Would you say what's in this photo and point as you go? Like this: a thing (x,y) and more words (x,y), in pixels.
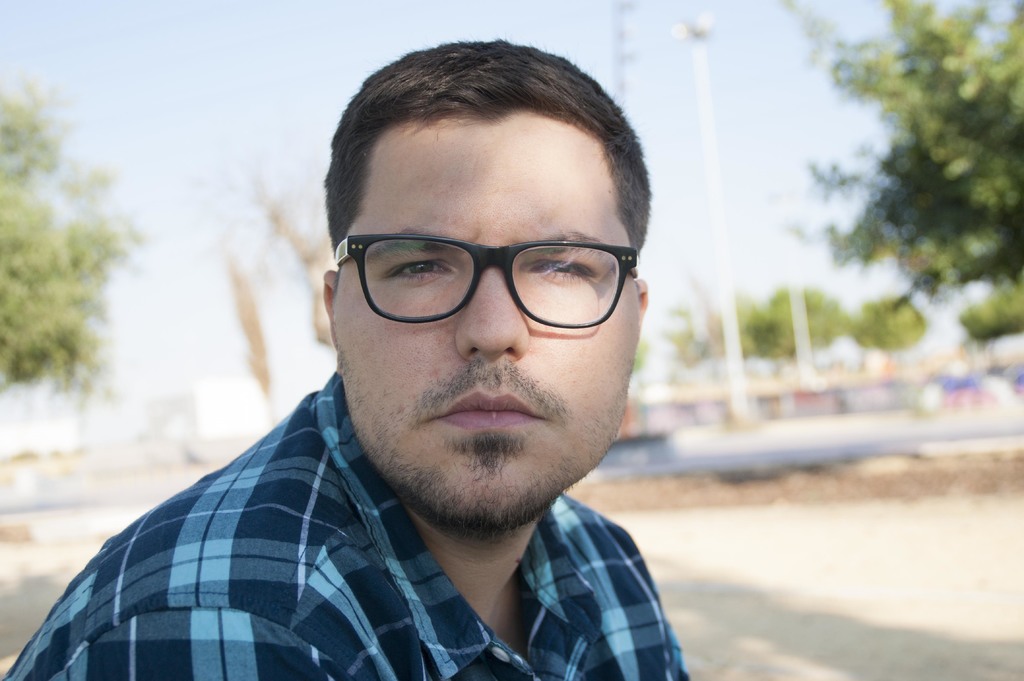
In this image, we can see a man (399,588) is wearing a shirt (229,559) and glasses (397,256). He is seeing. Background (950,109) we can see a blur view. Here we can see few trees (1010,267), poles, ground (792,456) and sky (739,103).
